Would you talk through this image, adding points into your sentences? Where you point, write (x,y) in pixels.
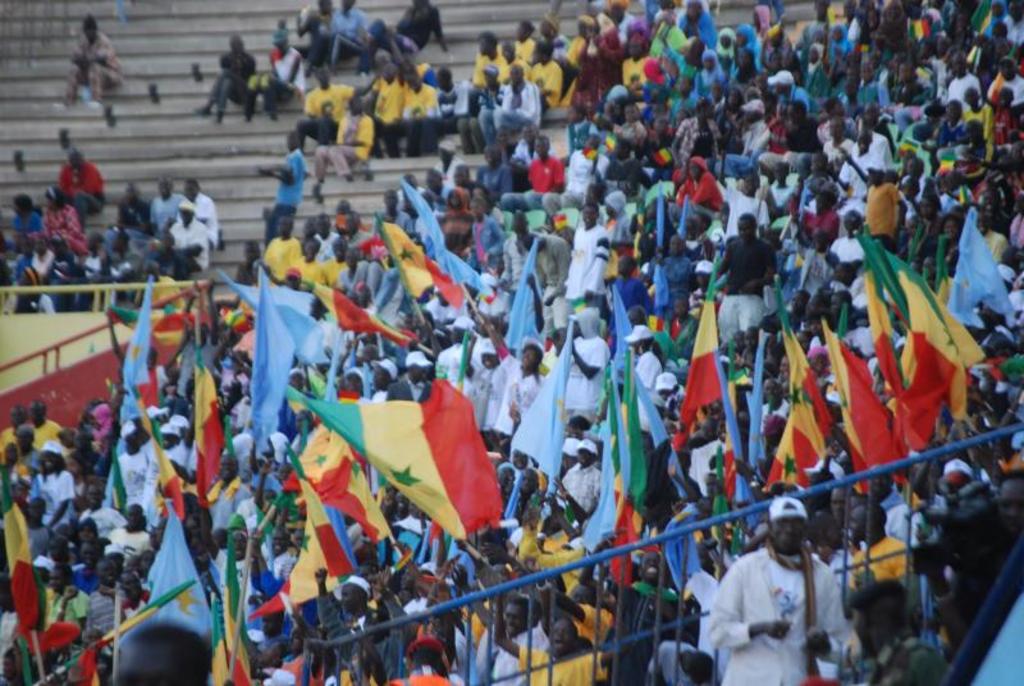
In this image we can see there are few people (744,252) standing and few people (383,91) sitting on the stairs (238,117) and holding flags (455,419). And we can see there is a fence (84,336) and an object (98,357).
